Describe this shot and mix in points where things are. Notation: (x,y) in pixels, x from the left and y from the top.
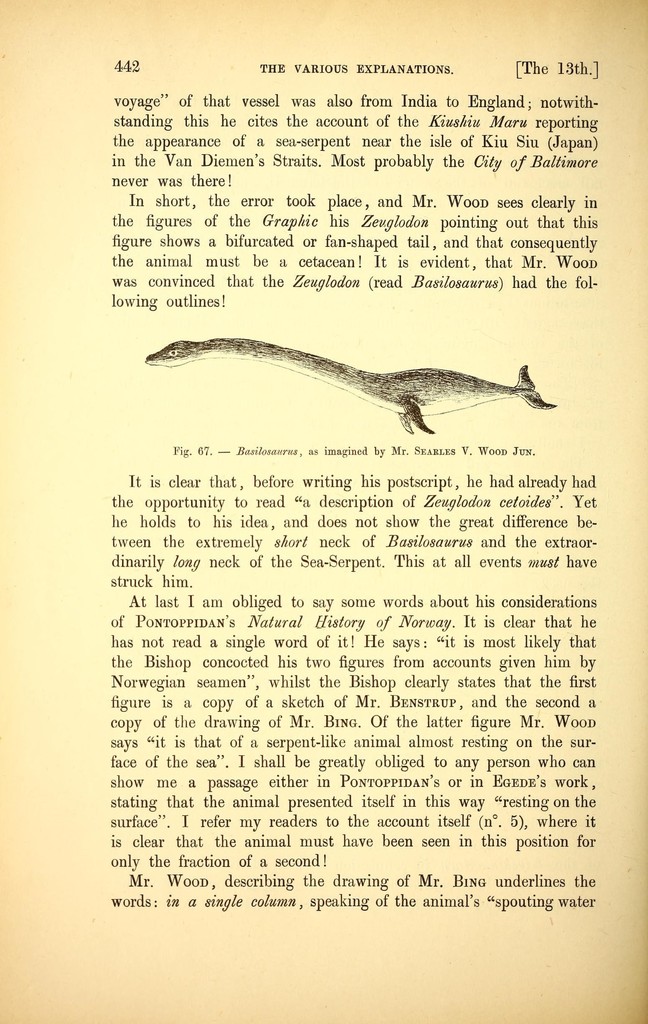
This is a page and in this page we can see an animal (510,392) and some text (217,124).
